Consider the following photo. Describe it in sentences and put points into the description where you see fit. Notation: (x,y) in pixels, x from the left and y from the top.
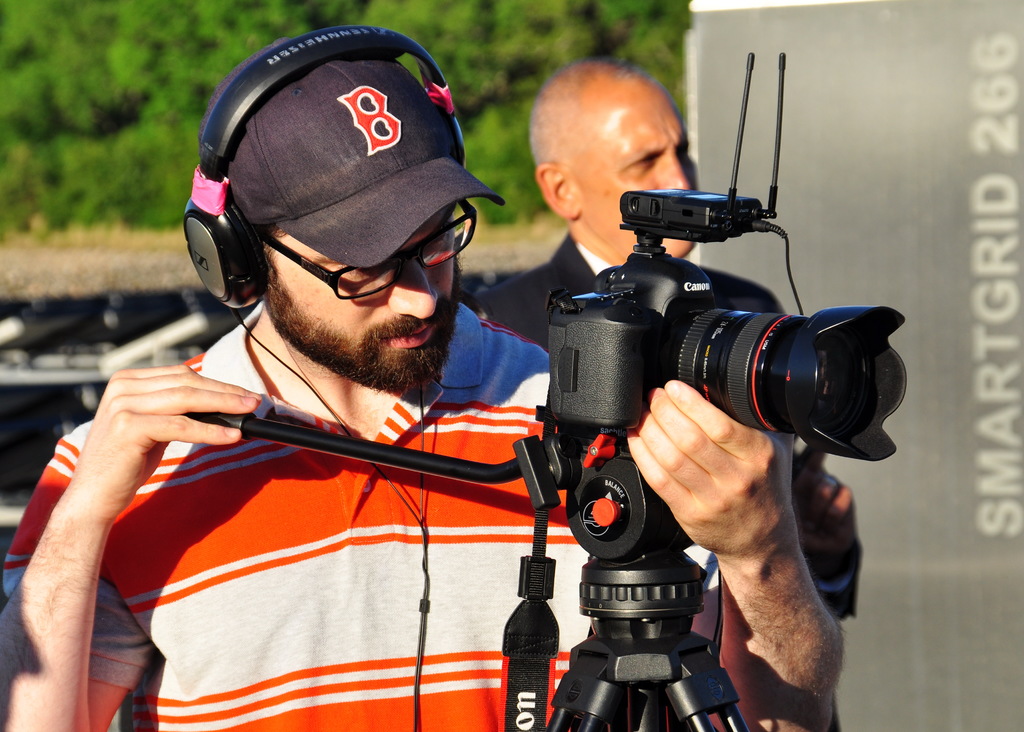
In the image there is a man (479,567) holding a camera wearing a headphone (228,249) and background of him there are trees (125,65).
